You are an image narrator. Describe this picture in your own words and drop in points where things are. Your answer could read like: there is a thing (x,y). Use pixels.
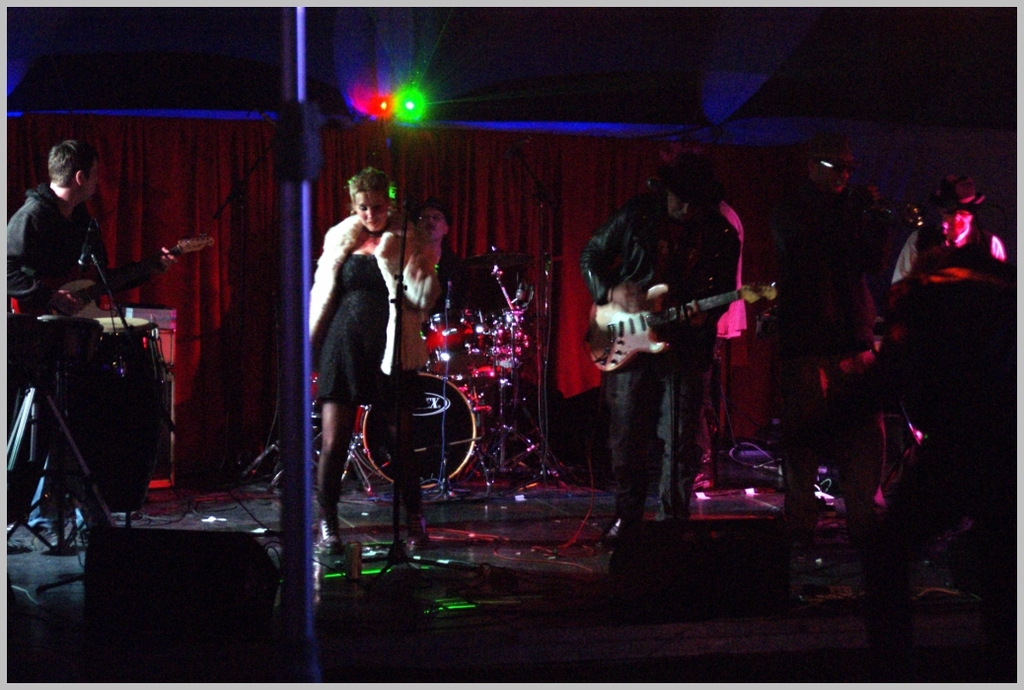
It looks like a concert there are many people (676,237) playing the music instruments (516,294), in the middle (363,272) there is a woman (372,237) she is singing a song, in the background (577,219) there is a red color curtain (581,226) above it there is red and green color light (404,113).
